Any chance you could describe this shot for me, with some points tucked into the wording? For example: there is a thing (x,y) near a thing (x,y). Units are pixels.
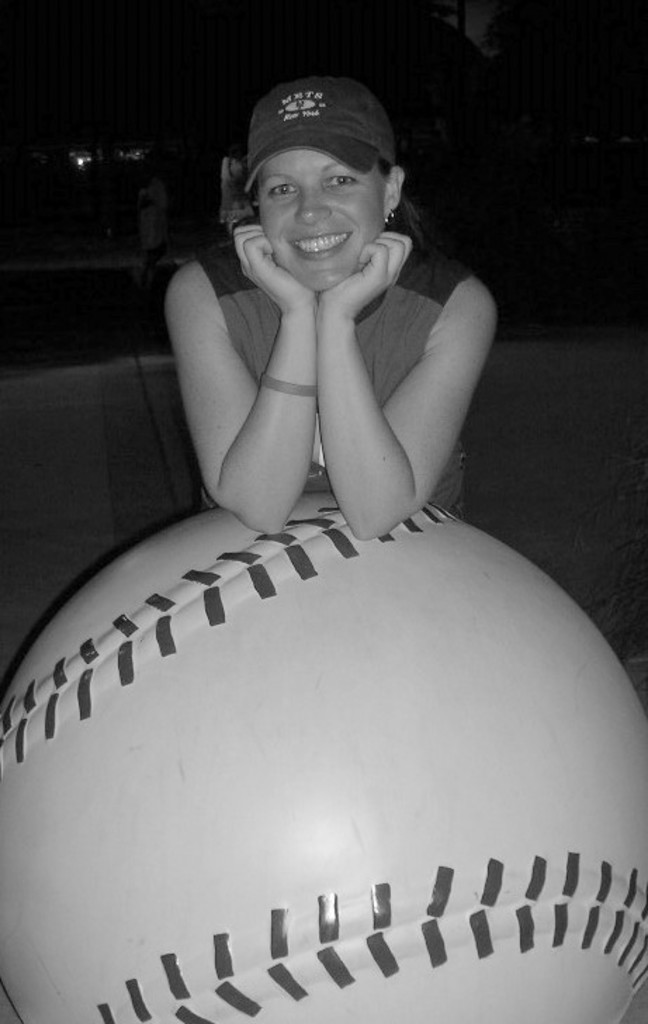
In this image I can see a woman (367,299) wearing hat (349,103) and dress (398,330) is smiling and she kept her hands (337,315) on a huge ball (325,650) which is white and black in color. I can see the dark background (414,29).
